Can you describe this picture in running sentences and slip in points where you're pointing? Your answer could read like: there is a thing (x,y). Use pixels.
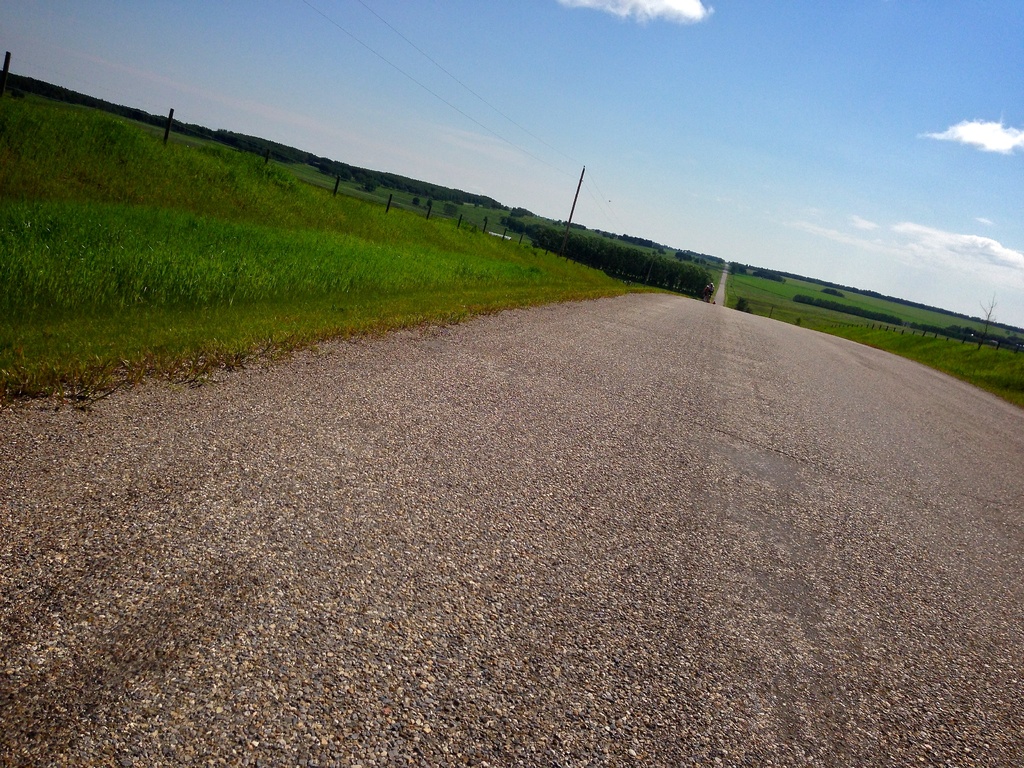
In this image we can see the pathway (592,409). We can also see some grass (316,282), plants (372,218), poles (485,218), a group of trees (572,254), some wires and the sky (523,187) which looks cloudy.
